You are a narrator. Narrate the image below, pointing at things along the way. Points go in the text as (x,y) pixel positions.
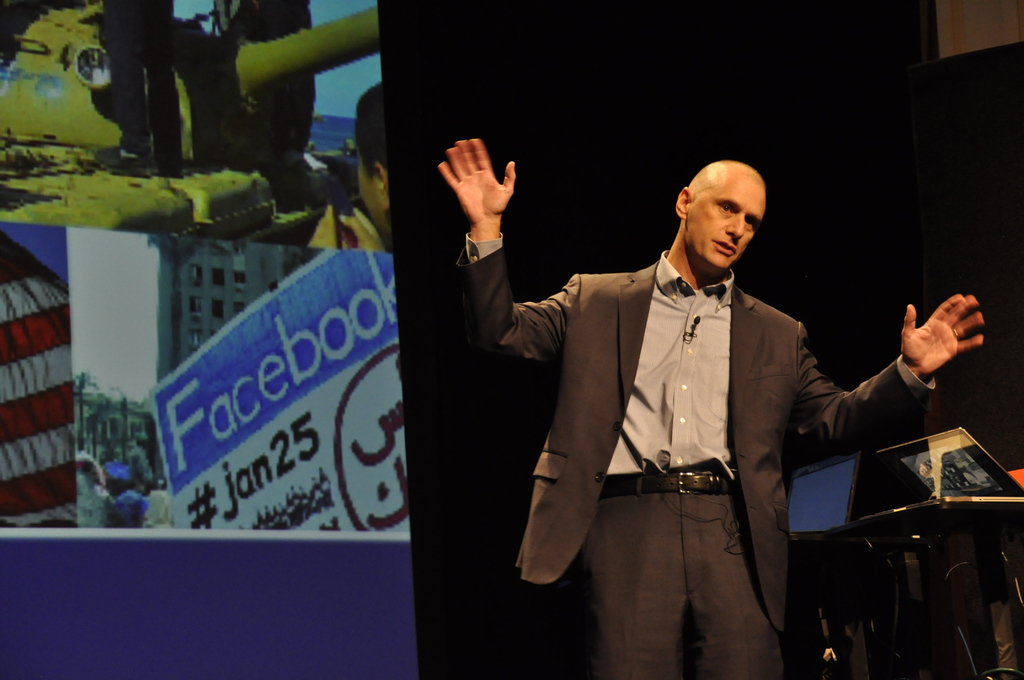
In this picture we can see a man (612,616) wore a blazer (578,400) and standing and beside him we can see laptops (800,469) on stands (940,511), screen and in the background (699,95) it is dark.
